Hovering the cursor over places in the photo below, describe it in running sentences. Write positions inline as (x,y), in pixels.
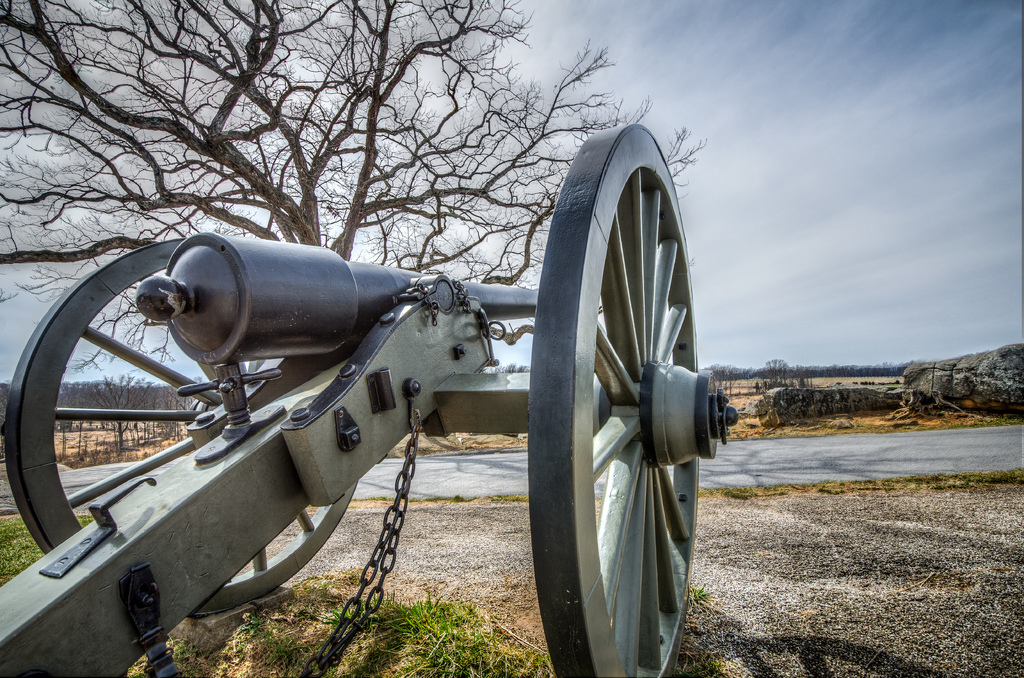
This image is taken outdoors. At the top of the image (624,35) there is the sky (799,310) with clouds (713,22). At the bottom of the image (832,629) there is a ground (812,634) with grass (390,640) on it. In the background (130,398) there are a few trees (773,380) on the ground (753,393). On the right side of the image (862,386) there is a rock (899,392) on the ground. On the left side of the image (187,219) there is a tree (225,119) with stems (250,135) and branches (260,127) and there is a Cannon (173,274) on the ground (438,554).
